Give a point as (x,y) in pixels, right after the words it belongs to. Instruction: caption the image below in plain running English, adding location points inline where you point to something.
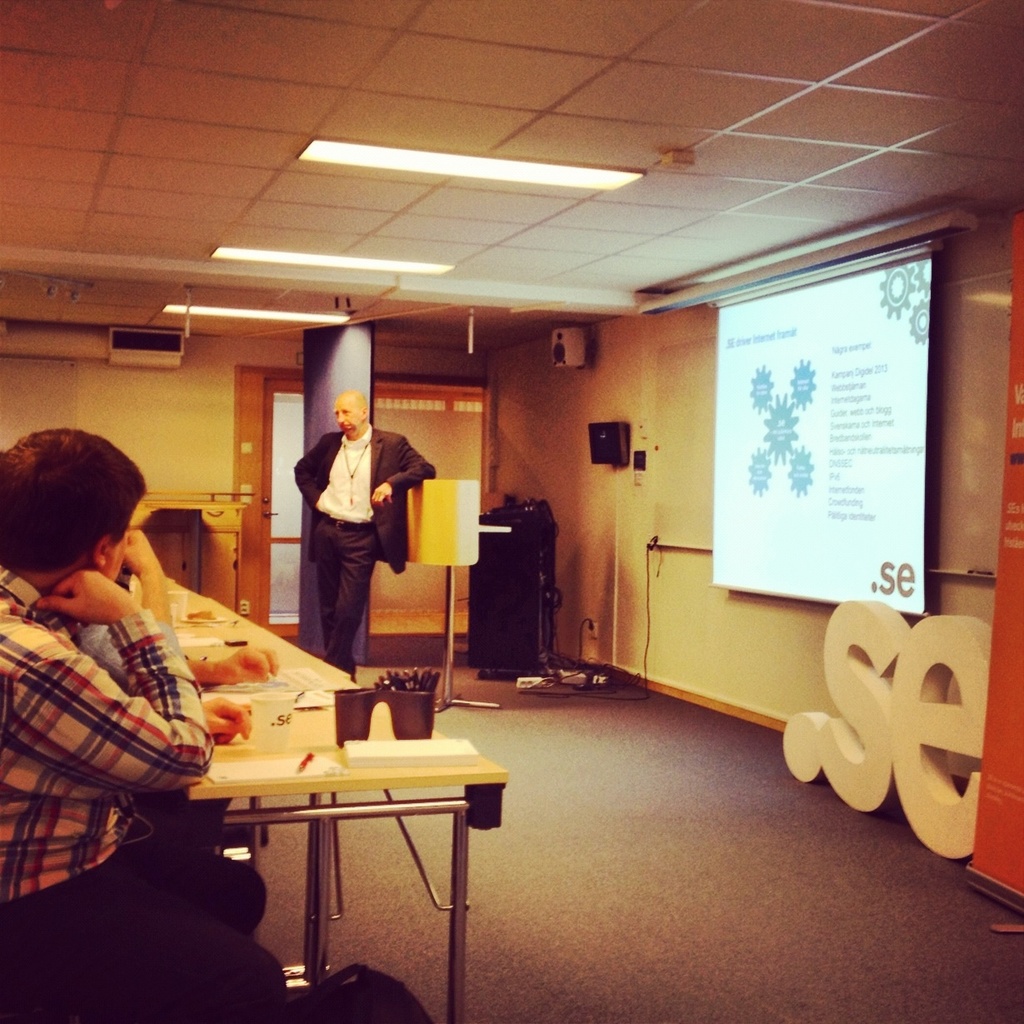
In this image i can see few persons (127,693) sitting in front of a bench (254,634) and a person (343,501) standing in front of them. To the right corner of the image (851,288) i can see a projection screen (853,462) with some projection (770,435) on it. To the top (564,227) i can see ceiling (511,134) and lights (335,258) to it.
